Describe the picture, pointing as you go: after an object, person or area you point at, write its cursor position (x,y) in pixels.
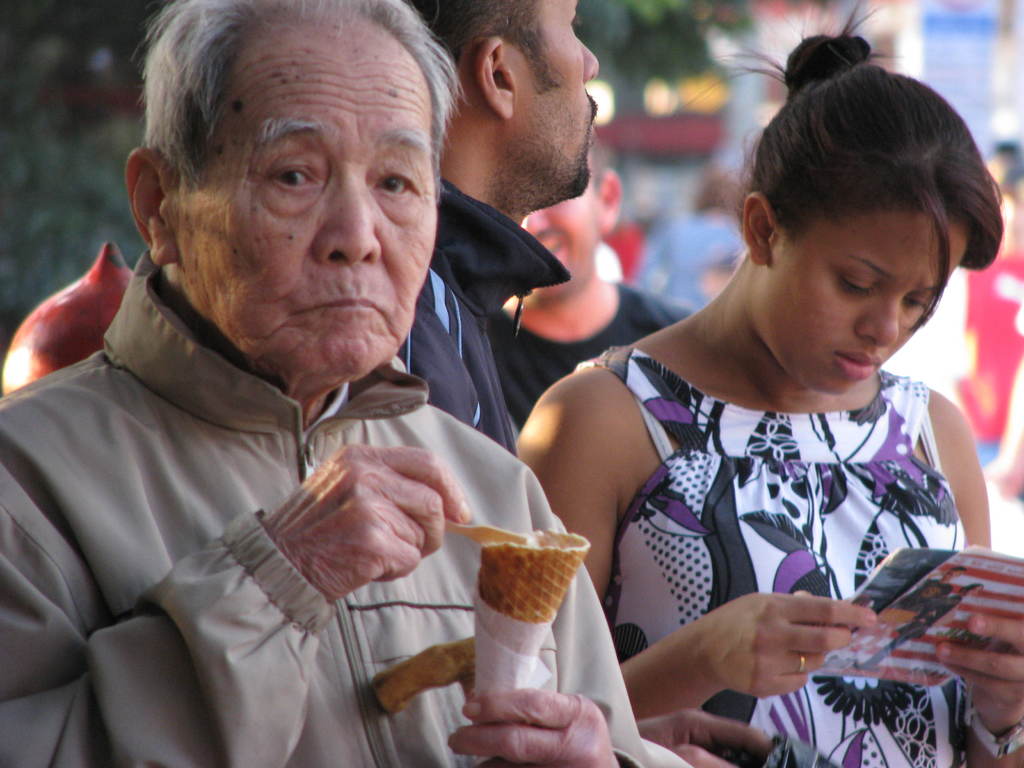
In this picture we can see people (504,410). We can see an old man (267,617) holding an ice-cream (540,605) with a tissue paper (529,630) and a spoon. Beside to him we can see a woman (862,370), she is holding a book (945,607) and staring. Background (784,9) portion of the picture is blur.
